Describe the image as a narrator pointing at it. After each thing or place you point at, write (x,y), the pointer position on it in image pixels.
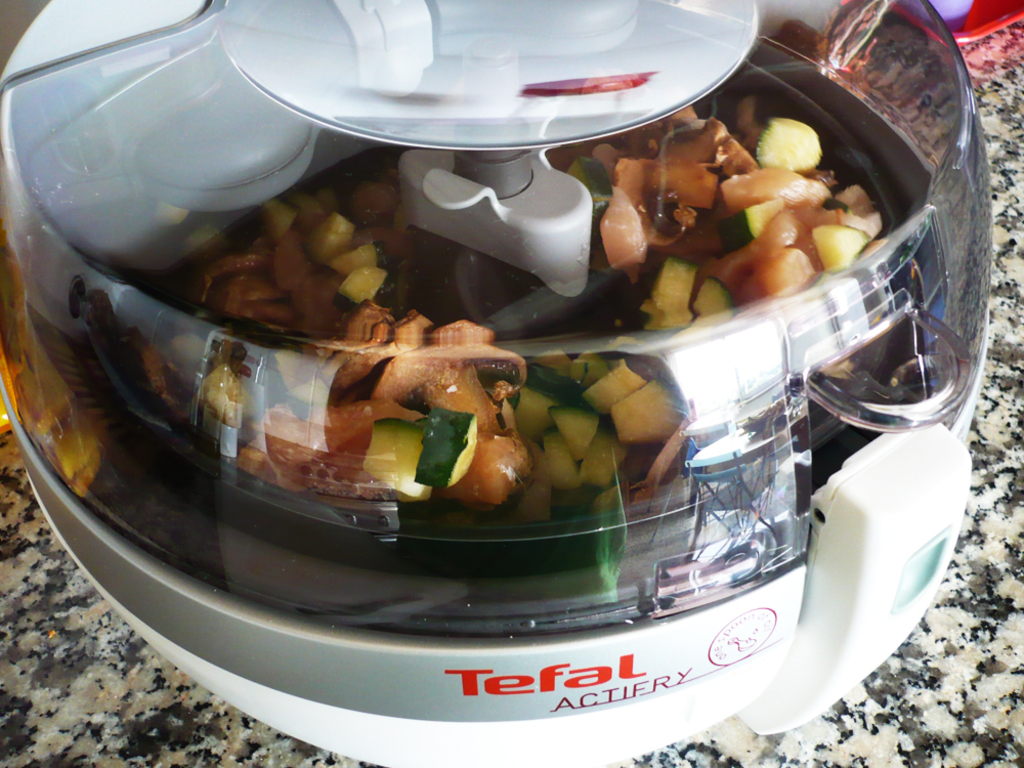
In this image there is an air fryer (453,569) with some stuff (451,352).
